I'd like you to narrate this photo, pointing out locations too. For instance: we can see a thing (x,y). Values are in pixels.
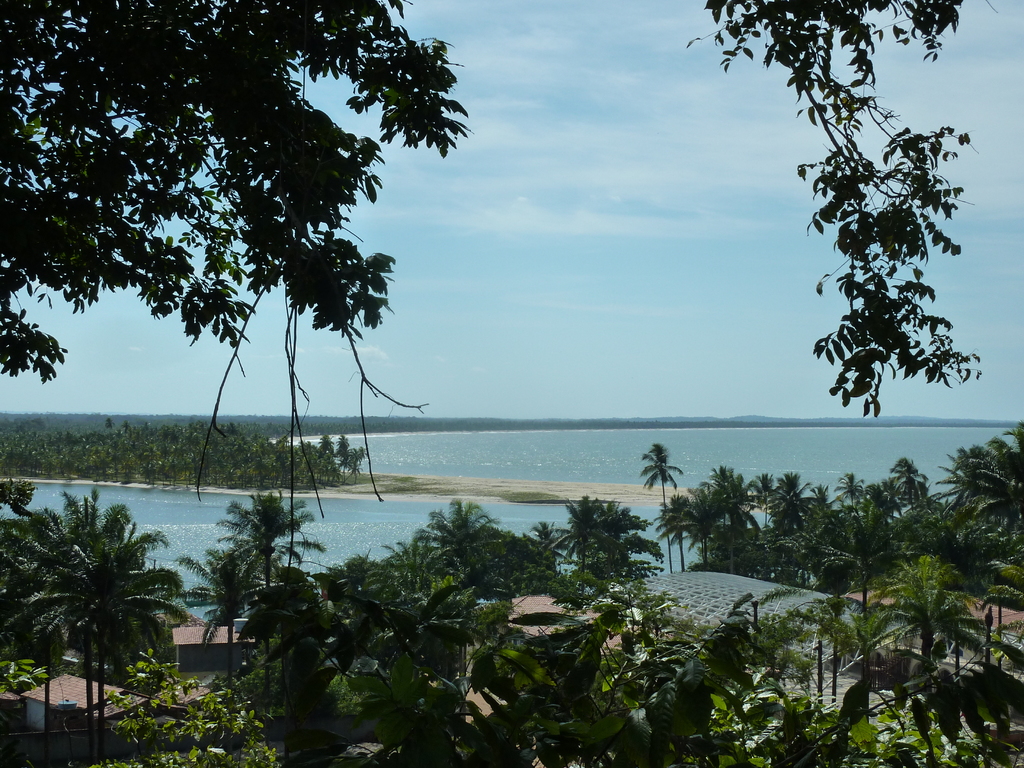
In this image I can see few trees (963,674) and plants (492,608) in green color. In the background (578,442) I can see the water (578,442) and the sky (543,231) is in blue color.
